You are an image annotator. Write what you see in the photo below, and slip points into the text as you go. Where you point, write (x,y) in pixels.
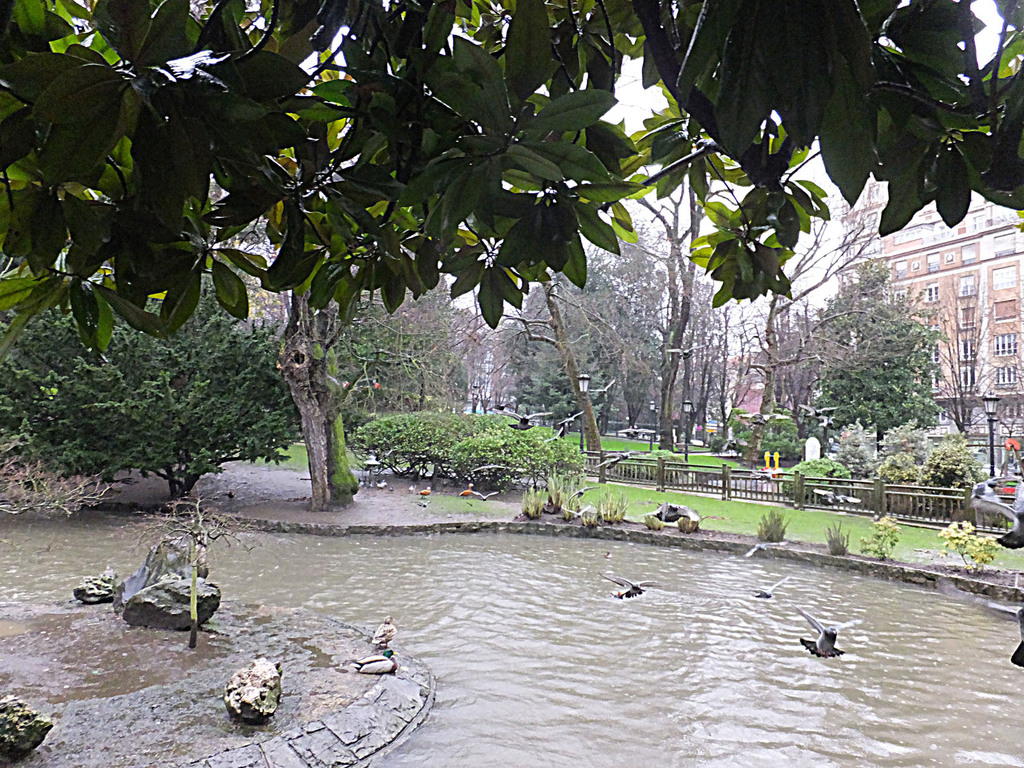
In this image there is the sky (652,92) towards the top of the image (632,101), there is a building (954,302) towards the right of the image (1008,327), there are trees (503,349), there is a tree (340,109) towards the top of the image (580,82), there are poles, there are lights (588,387), there is a fence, there are birds (629,581), there is a lake (637,625) towards the bottom of the image (752,649), there are plants (878,529), there is grass (769,507), there are rocks (158,605).
